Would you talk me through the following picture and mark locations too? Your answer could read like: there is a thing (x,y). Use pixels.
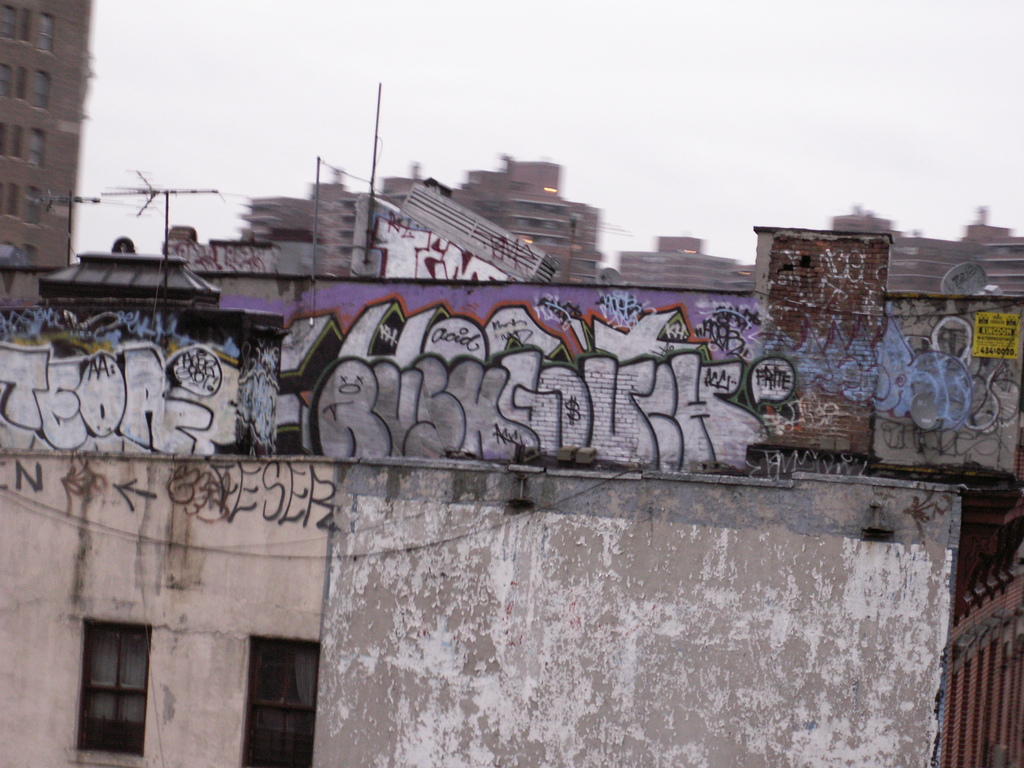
In this image there are buildings (95,271), and cloudy sky (672,91). Graffiti (448,393) is on the wall (724,370). In the background of the image (728,156) it is blurry.
